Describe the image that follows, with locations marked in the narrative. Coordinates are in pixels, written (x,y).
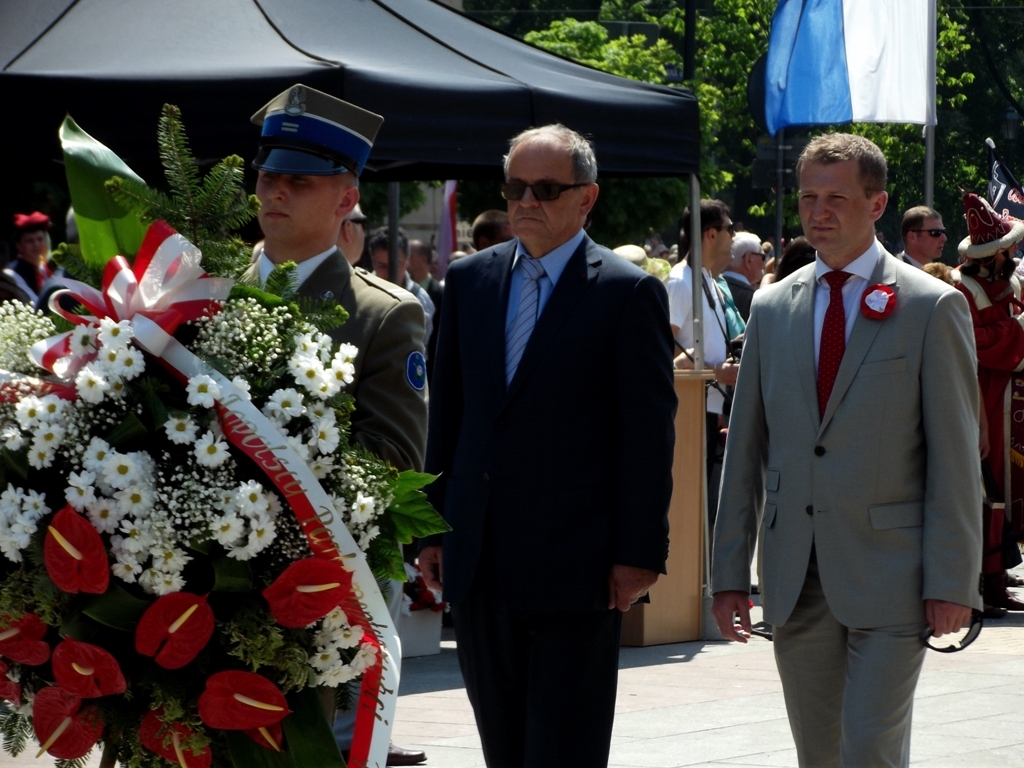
On the left side (66,341) a man (380,337) is holding the bouquet of flowers (205,496), in the middle (642,380) a man (552,343) is standing. He wore black color coat (573,479), trouser (576,680), behind him there is another man (880,457) standing, there is a tent (657,126) in this image with black color.
